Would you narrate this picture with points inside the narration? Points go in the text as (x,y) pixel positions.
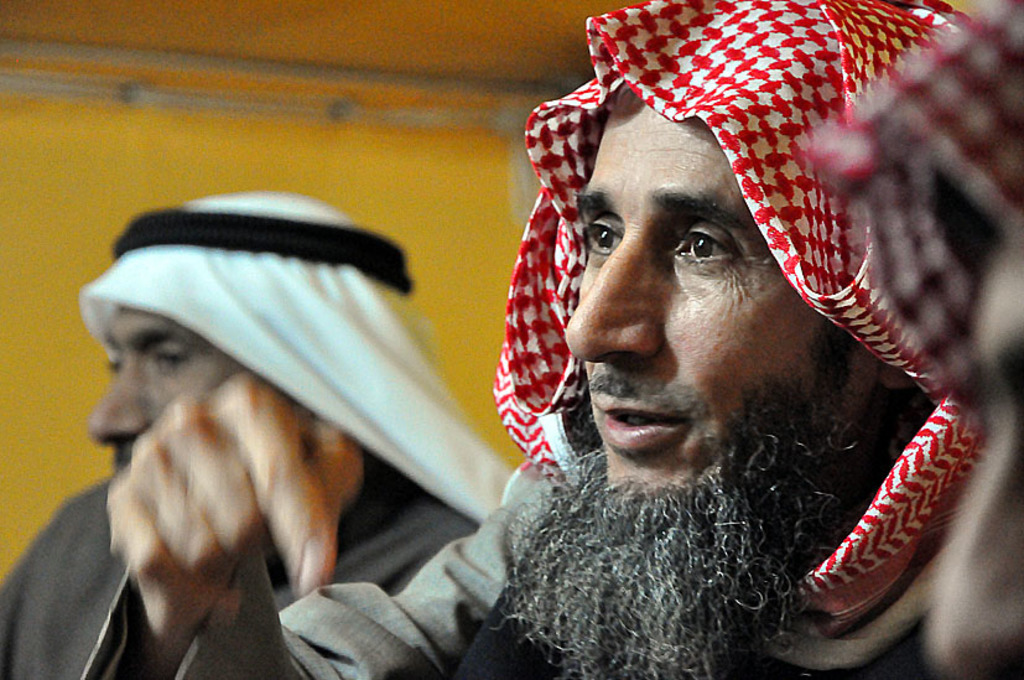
In this picture there are three persons (495,543) sitting and there is a cloth (561,177) on their heads (624,170) and the background wall (342,139) is in yellow color.
